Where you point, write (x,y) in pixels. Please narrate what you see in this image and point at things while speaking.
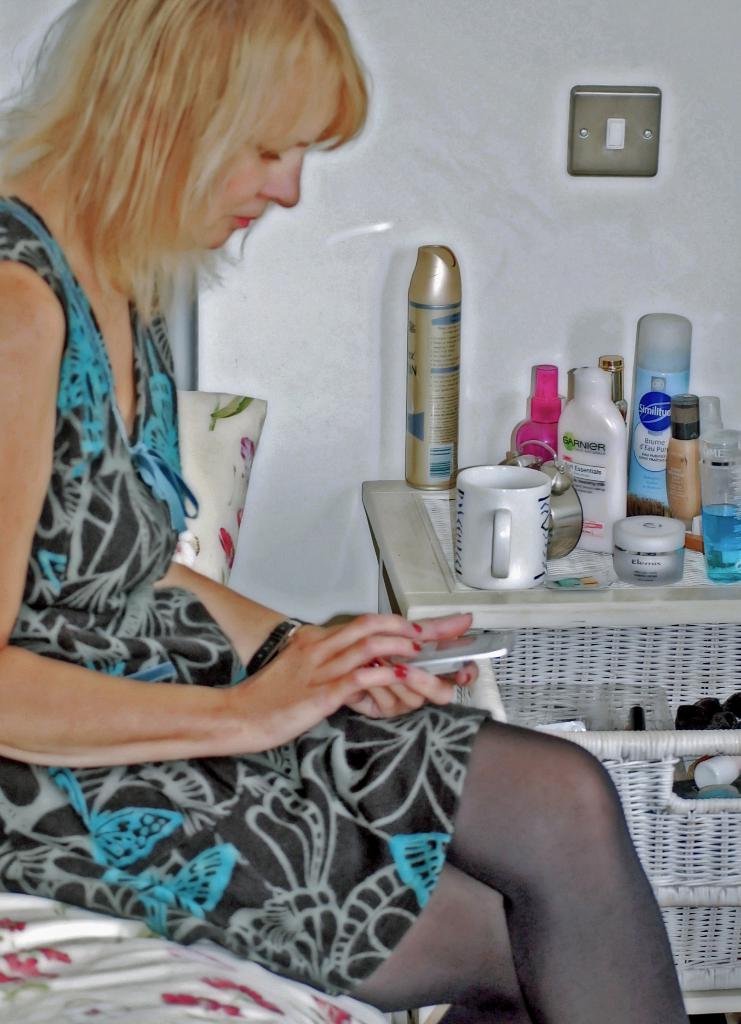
In this picture, we see the woman (108,535) in the black and blue dress (101,523) is sitting on the bed (105,1023). She is holding the mobile phone (415,656) in her hands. Beside her, we see a table (550,614) on which lotion bottles (595,458) and some creams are placed. In the bottom right (675,903), we see a basket (698,833) containing some objects (639,723). In the background (514,212), we see a white wall (382,236). This might be an edited image.
